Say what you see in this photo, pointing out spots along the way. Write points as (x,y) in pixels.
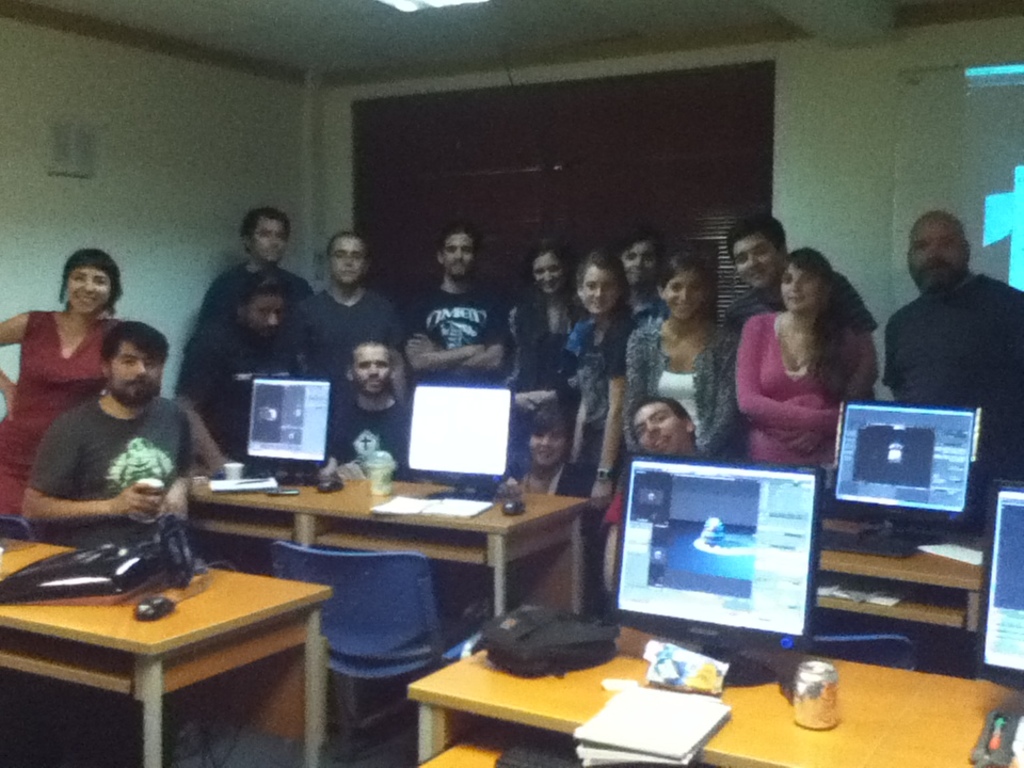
There are group of people (458,280) standing in this image and there are systems (489,424) on the tables (725,699).
